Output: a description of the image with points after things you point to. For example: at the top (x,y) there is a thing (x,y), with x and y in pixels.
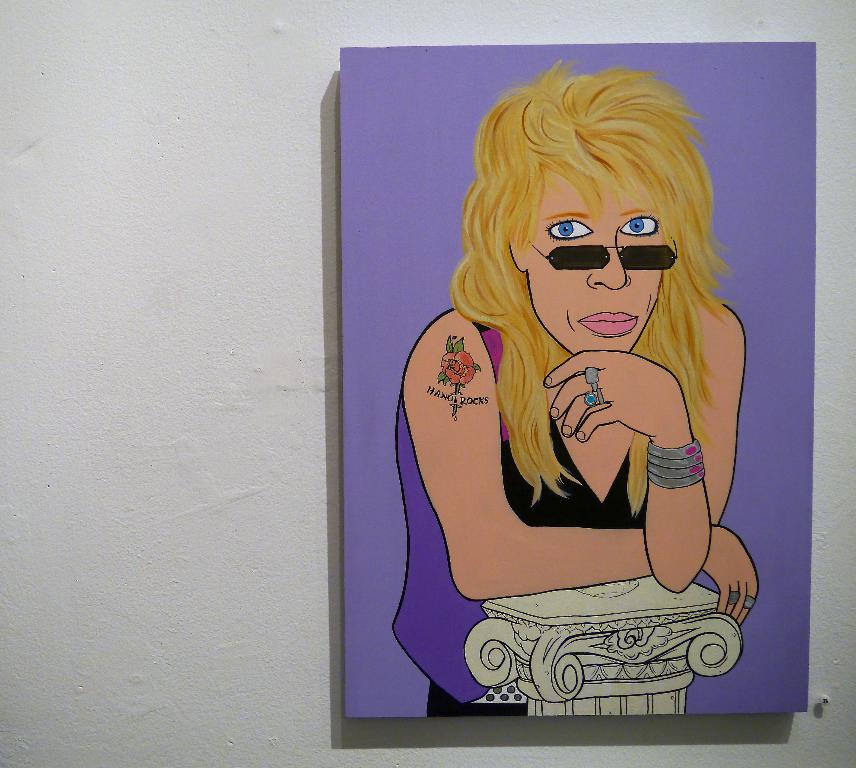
In this image, we can see human (594,513) and some object painting (591,623) on the board (490,162). This board (492,228) is on the white wall (190,239).
